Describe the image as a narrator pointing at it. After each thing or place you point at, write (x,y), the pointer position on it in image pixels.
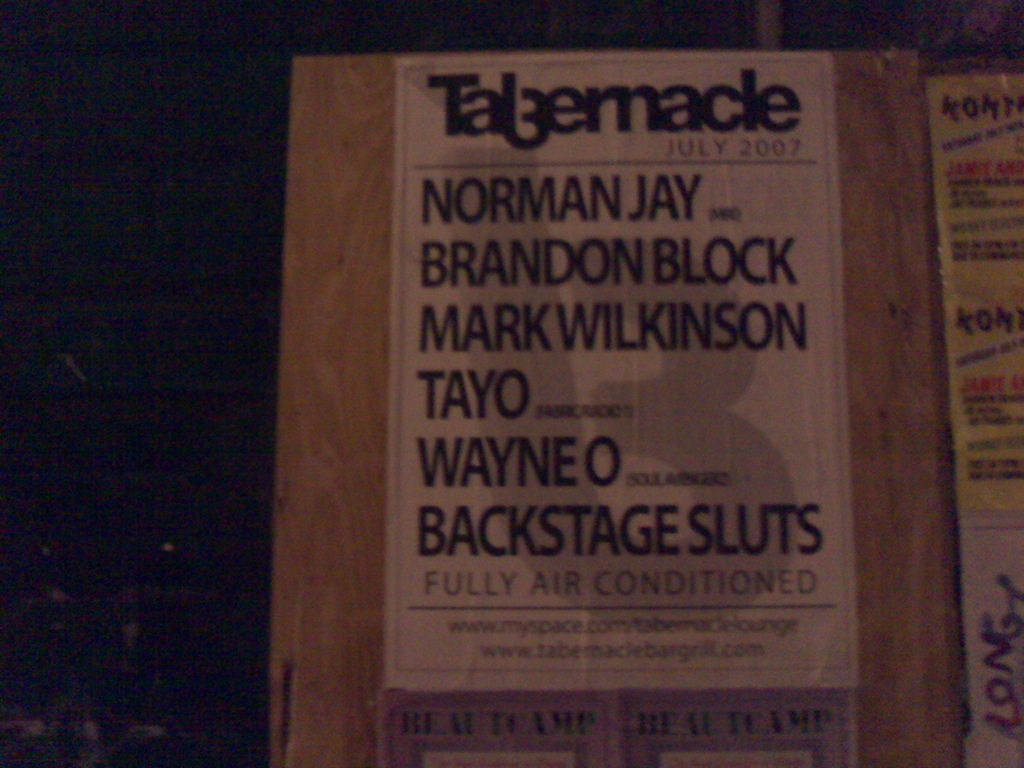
In this image I can see the brown colored board (379,289) and a white colored poster (525,445) attached to it. I can see few words (582,435) written on it. I can see the black colored background (468,20).
